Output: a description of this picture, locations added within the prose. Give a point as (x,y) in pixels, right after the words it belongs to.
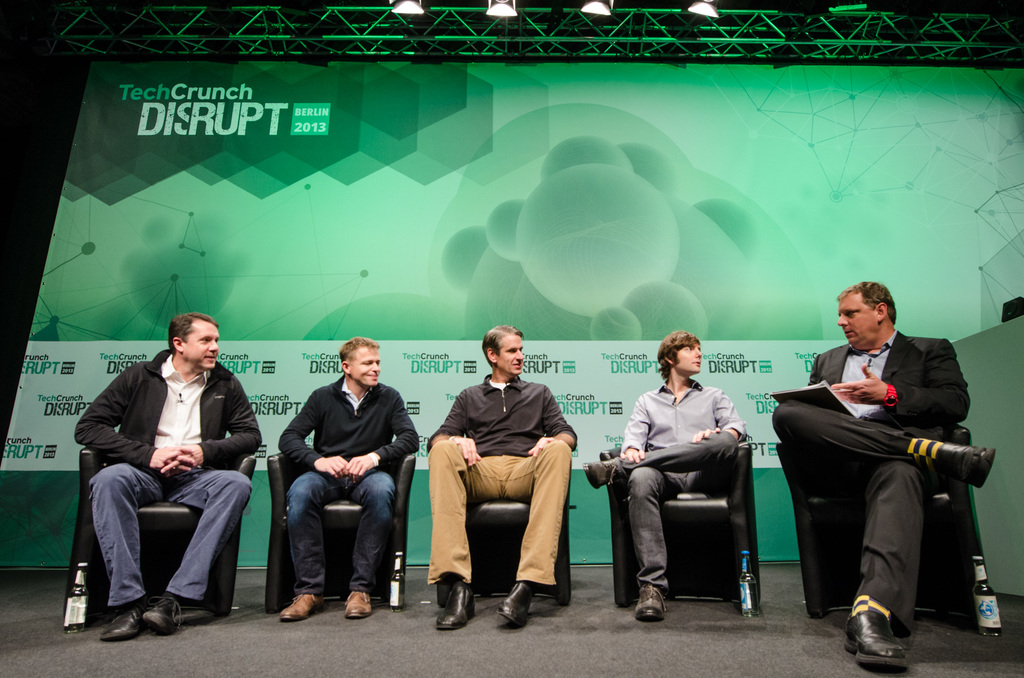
In this image we can see people (436,454) sitting. At the bottom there are bottles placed on the floor (582,663). The man (882,488) sitting on the right (867,488) is holding a book (808,403). In the background (454,191) there is a board (519,161). At the top (397,8) there are lights (411,10).
